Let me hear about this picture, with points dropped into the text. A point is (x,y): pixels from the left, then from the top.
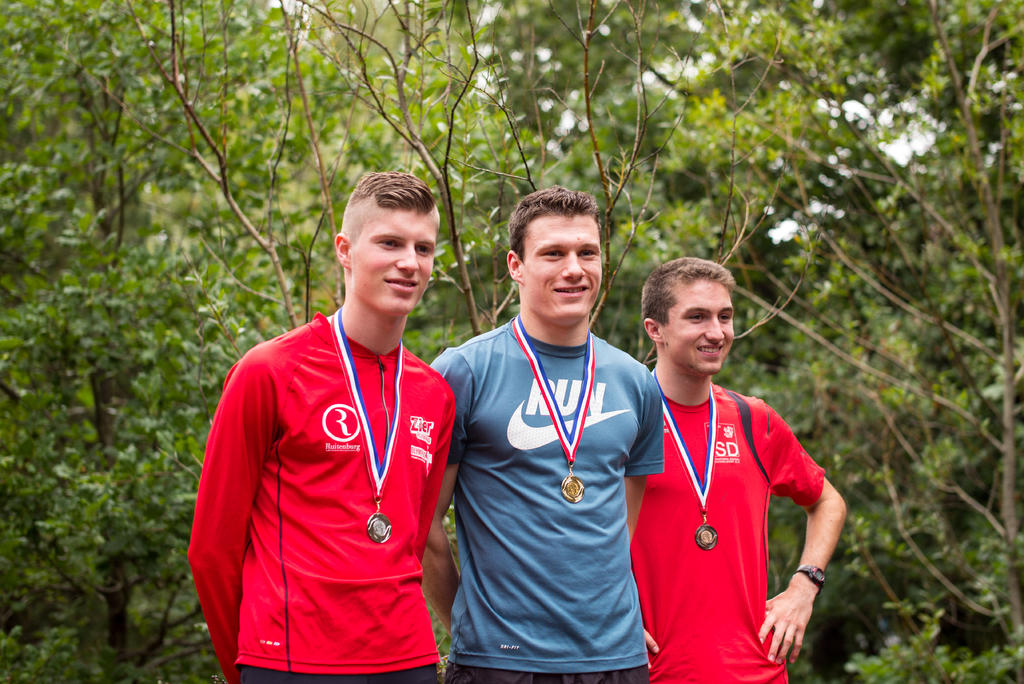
In the middle of the image (415,228) few people (594,226) are standing and smiling. Behind them there are some trees (476,32).
